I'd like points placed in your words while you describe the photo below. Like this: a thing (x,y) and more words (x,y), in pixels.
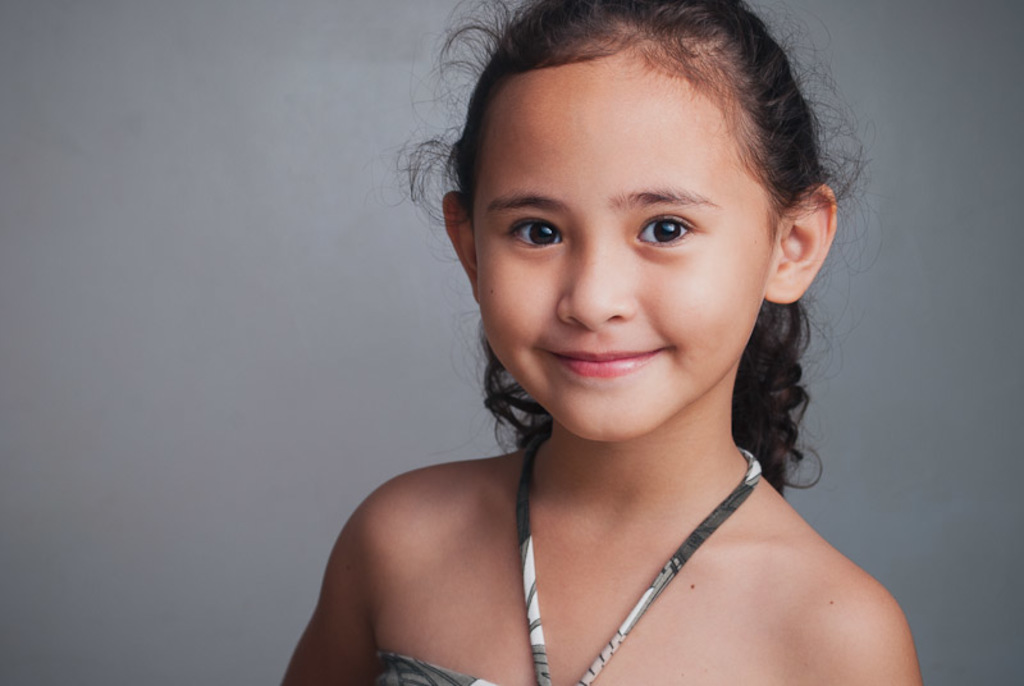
In the given image i can see a girl (476,253) smiling.
